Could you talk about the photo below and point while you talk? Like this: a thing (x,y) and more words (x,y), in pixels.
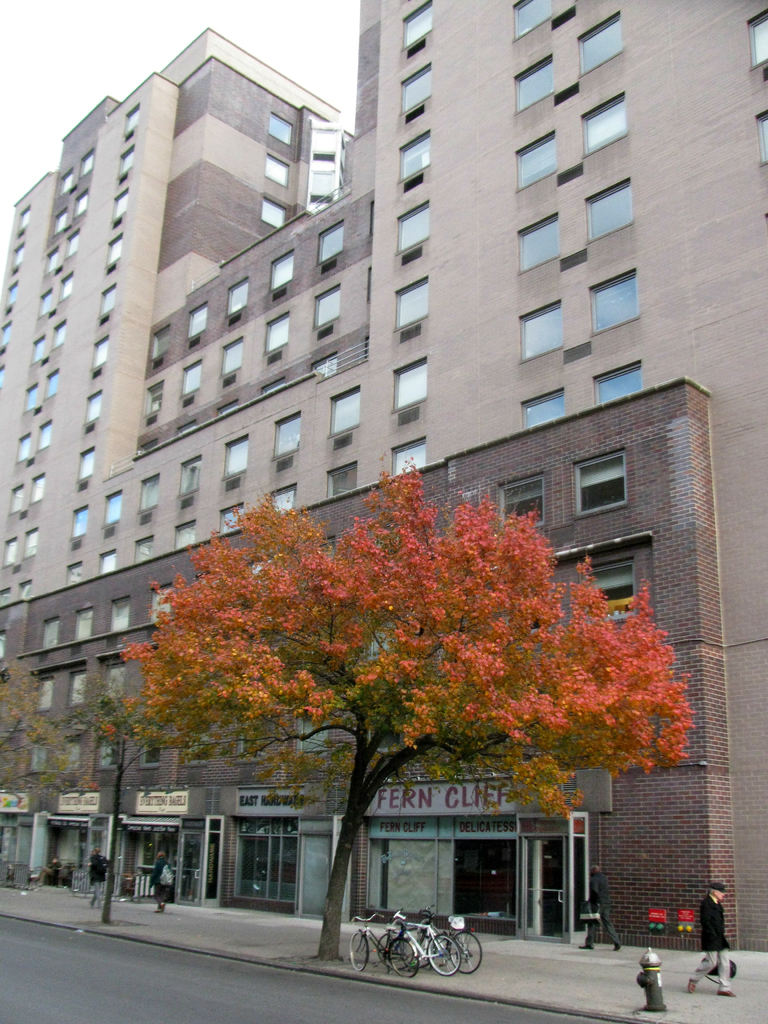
This image is taken outdoors. At the bottom of the image (256,976) there is a road (336,995) and there is a sidewalk (246,940). In the middle of the image (419,378) there is a building (551,330) with walls (752,434), windows (331,309), a roof (170,65) and doors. There are a few boards (249,805) with text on them. There are a few trees (364,728). A few bicycles (436,959) are parked on the sidewalk (429,980) and a few people (724,934) are walking on the sidewalk (510,975) and there is a hydrant (656,975) on the sidewalk (596,950).
